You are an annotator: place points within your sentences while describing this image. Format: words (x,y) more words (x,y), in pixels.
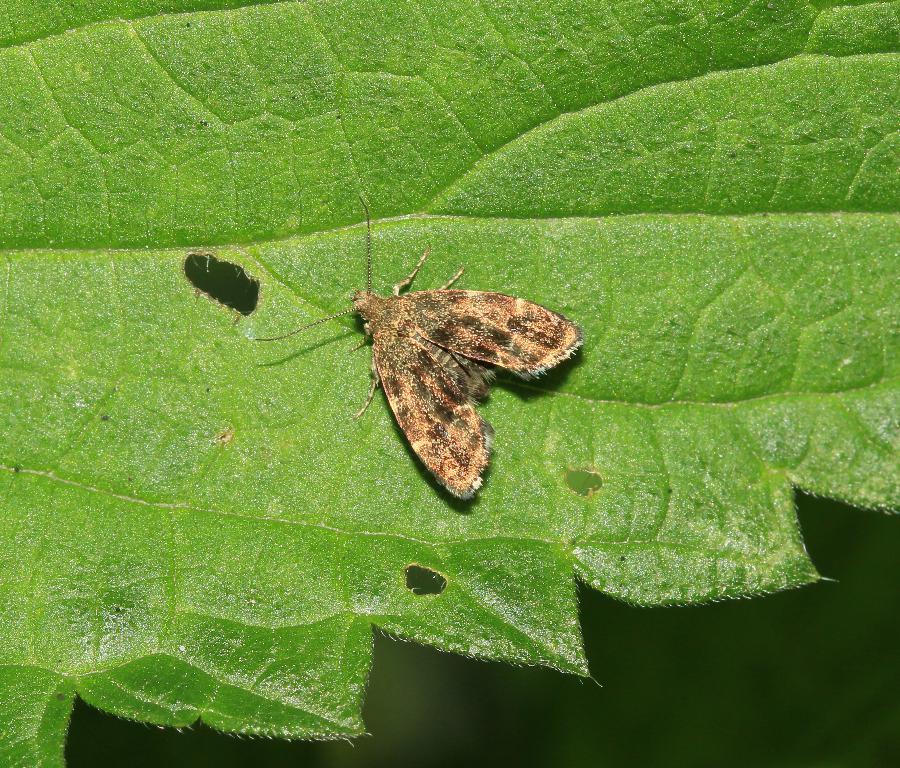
In this picture I can see the insect (424,339) on the leaf (77,270).
